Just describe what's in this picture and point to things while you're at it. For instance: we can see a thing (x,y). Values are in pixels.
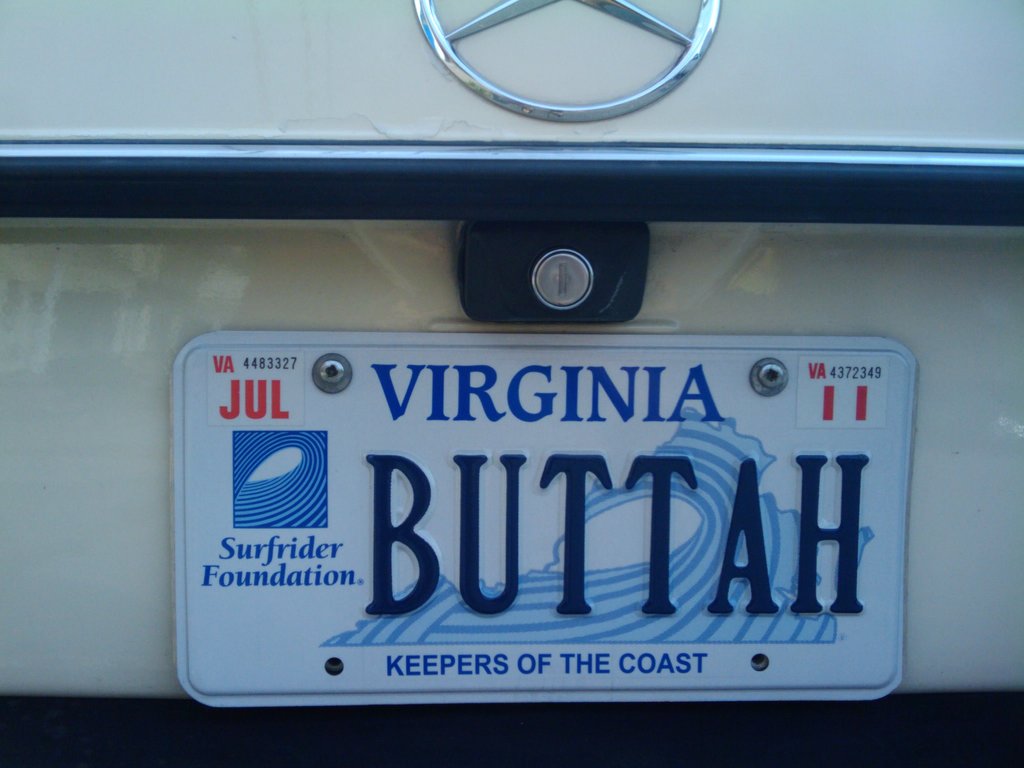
In this image we can see the number plate (603,436) and logo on the vehicle (69,368).
